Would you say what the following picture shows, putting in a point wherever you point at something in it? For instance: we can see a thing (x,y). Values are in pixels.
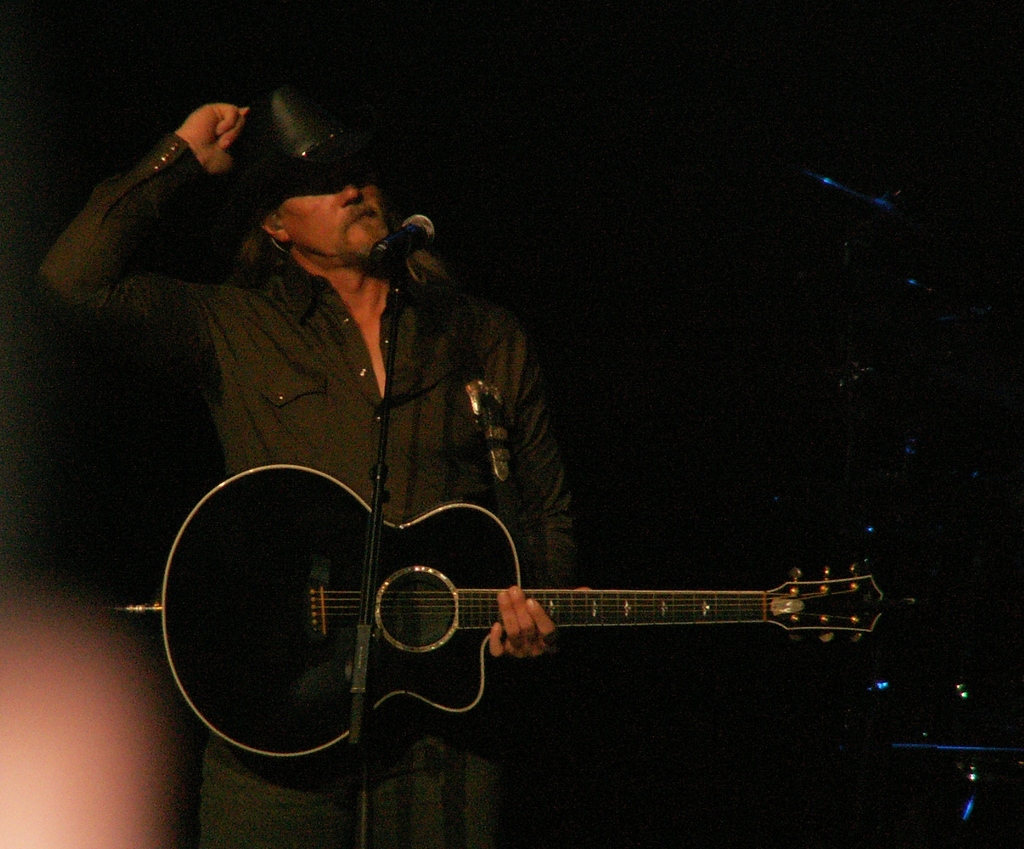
In this Image I see man (503,395) who is standing and he is wearing a cap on his head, I can also see he is holding a guitar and I see a mic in front of him.
